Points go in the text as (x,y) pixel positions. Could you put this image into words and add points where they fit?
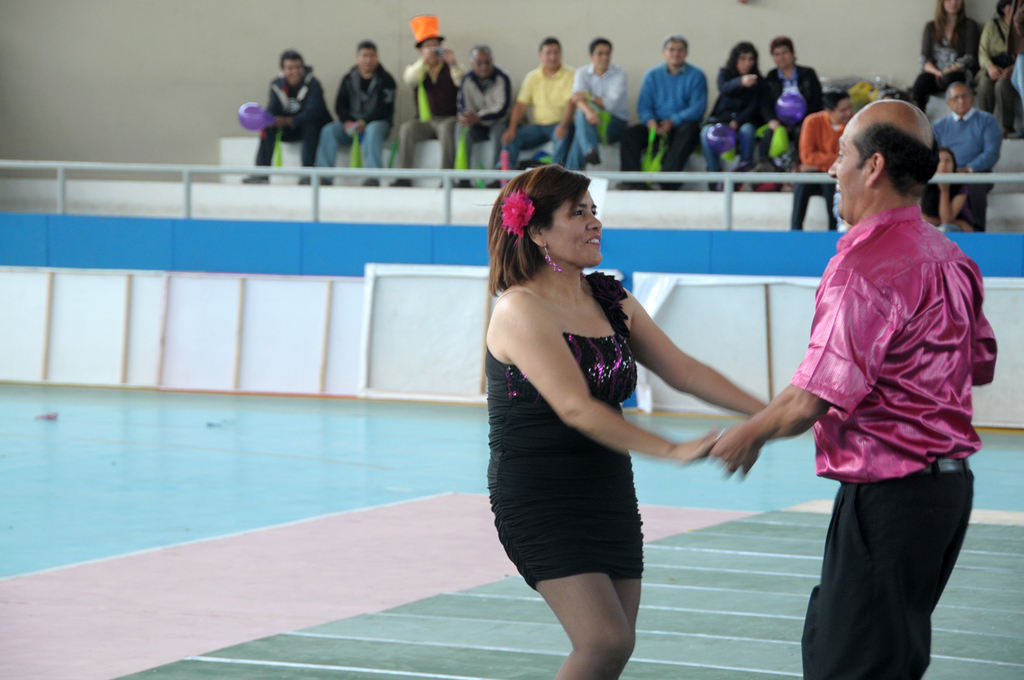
In this picture I can see few people (764,103) seated and few are standing and I can see a man (446,79) wore a cap (434,29) on his head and a man (310,152) holding a balloon (256,128) in his hand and I can see a woman (688,458) holding man's hands (723,472).
